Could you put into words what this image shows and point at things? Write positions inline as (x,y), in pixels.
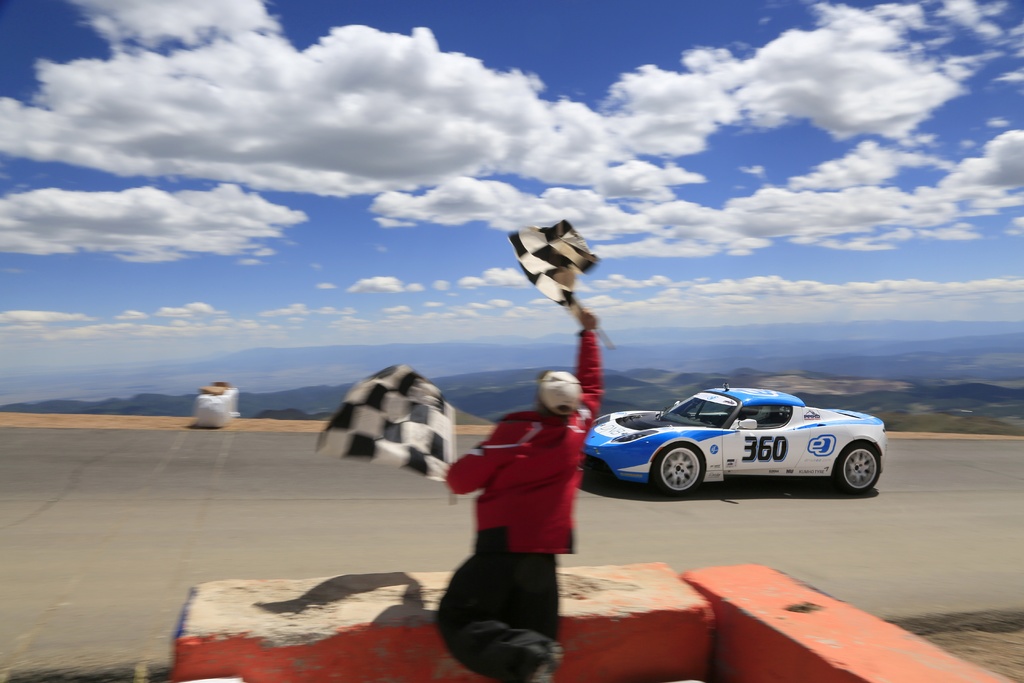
In this image we can see a racing car (801,471) on the road (630,523) and a person (536,502) standing and holding flags (560,283) on the road side (276,641) and an objects (211,403) on the other side of the road (380,566) and sky (501,153) with clouds (628,143) on the top (510,131).
